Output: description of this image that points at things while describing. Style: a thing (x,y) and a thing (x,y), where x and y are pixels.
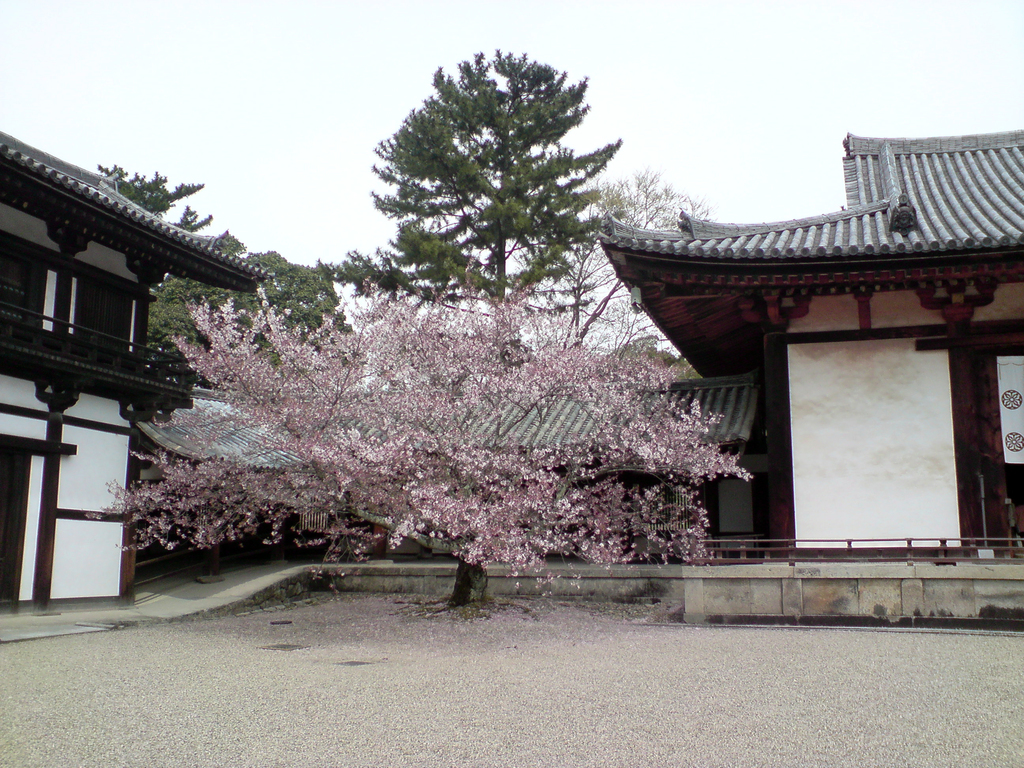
In this picture I can see there are few buildings (837,388) and there are trees (361,377) and the sky (188,131) is clear.
